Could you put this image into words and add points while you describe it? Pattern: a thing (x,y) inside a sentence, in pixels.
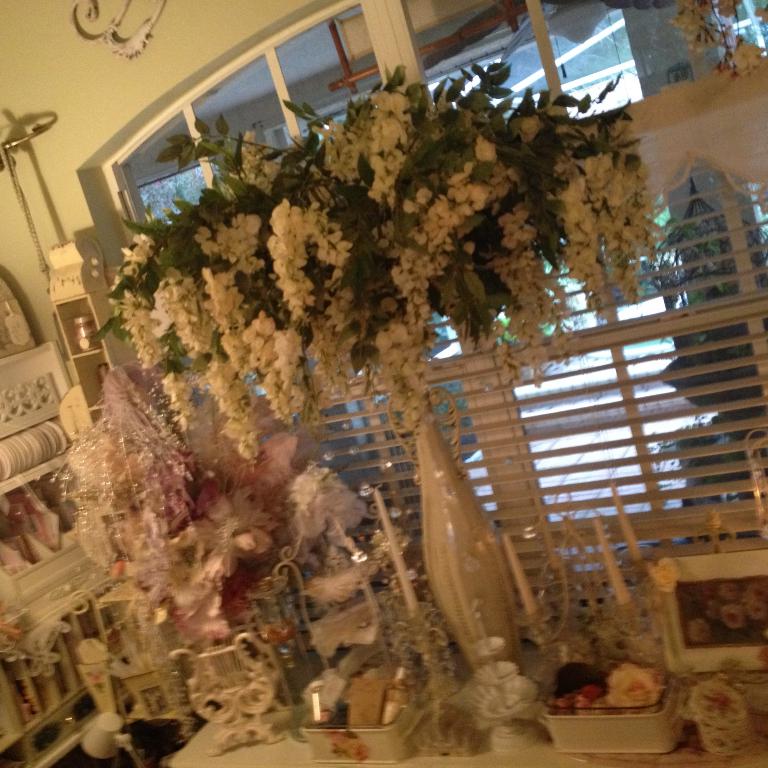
At the bottom of the image (287,740) we can see a table (291,754). On the table (297,765) we can see the flower pots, containers (592,734), flowers (605,694), candles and some objects (699,681). On the left side of the image (113,594) we can see a cupboard (18,599). In cupboard (36,393) we can see some objects (63,532). In the background of the image (564,78) we can see a window (745,233), glass (306,122), wall (83,218).
